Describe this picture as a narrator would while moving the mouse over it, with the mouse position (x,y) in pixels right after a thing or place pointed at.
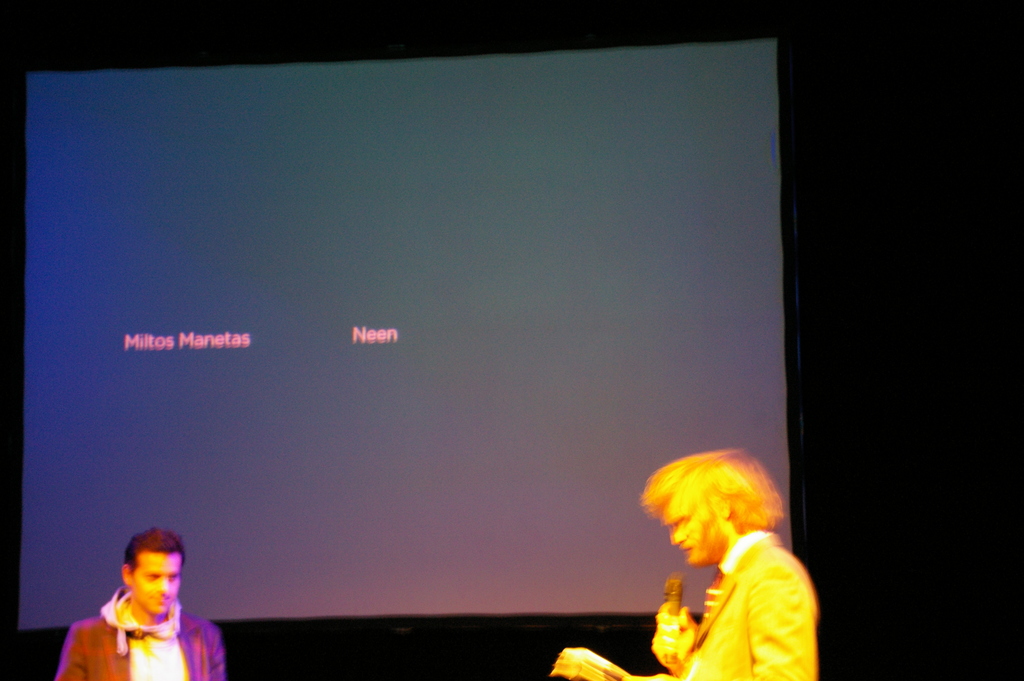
In this picture, we can see there are two people (197,663) standing on the stage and behind the people (214,652) there is a screen (367,374).
